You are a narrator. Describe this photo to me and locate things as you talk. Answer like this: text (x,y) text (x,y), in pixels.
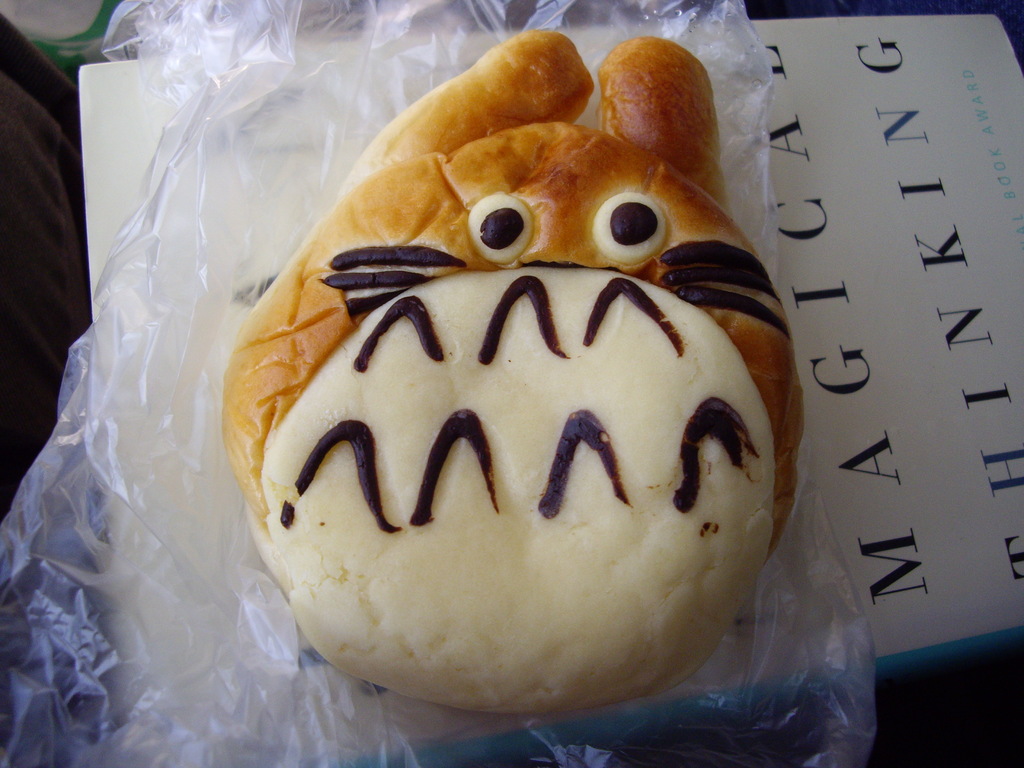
There is a baked food item (501,322) kept on a cover (272,168) as we can see in the middle of this image (511,435). We can see the cover (759,126) is kept on a white color paper (804,119).
